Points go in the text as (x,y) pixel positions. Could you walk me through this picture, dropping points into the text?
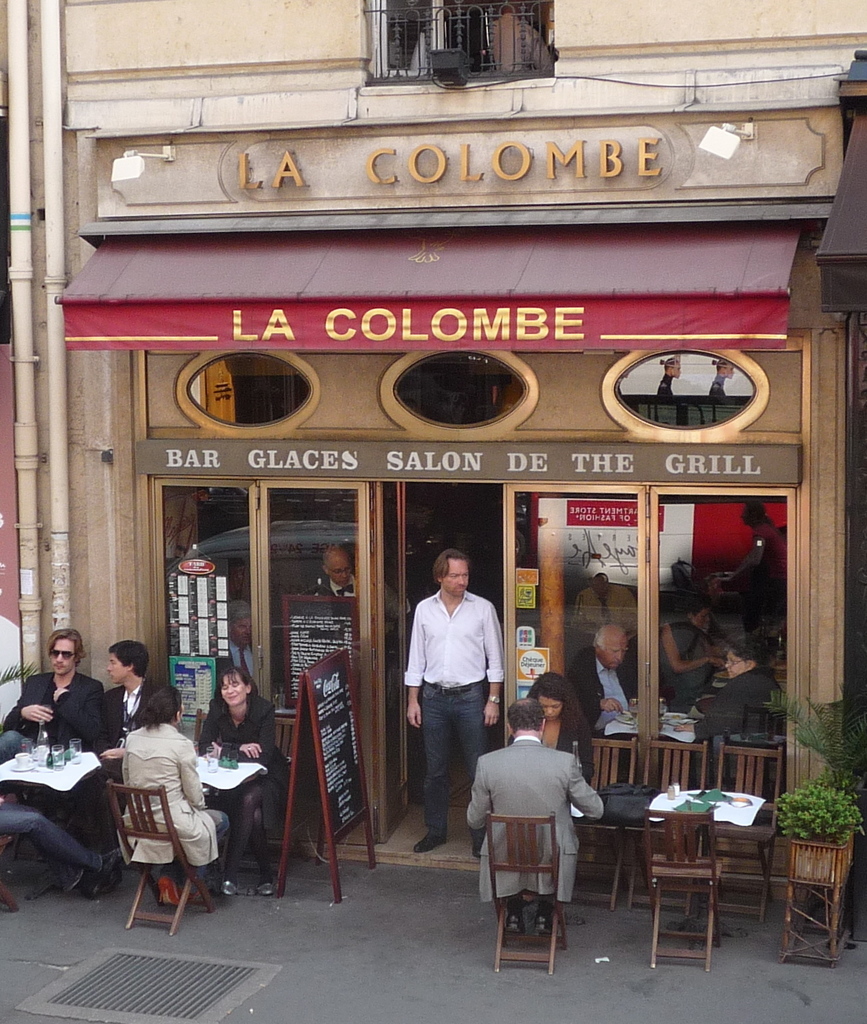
This is a picture taken in the outdoor, there are a group of people (523,792) sitting on a chair (502,869) in front of them there is a table (227,774) on the table (214,777) there is a glass (73,747) and bottle (50,753). And a man (469,704) is standing in front of the door (405,690). Background of this people (439,721) is a hotel (428,473).
